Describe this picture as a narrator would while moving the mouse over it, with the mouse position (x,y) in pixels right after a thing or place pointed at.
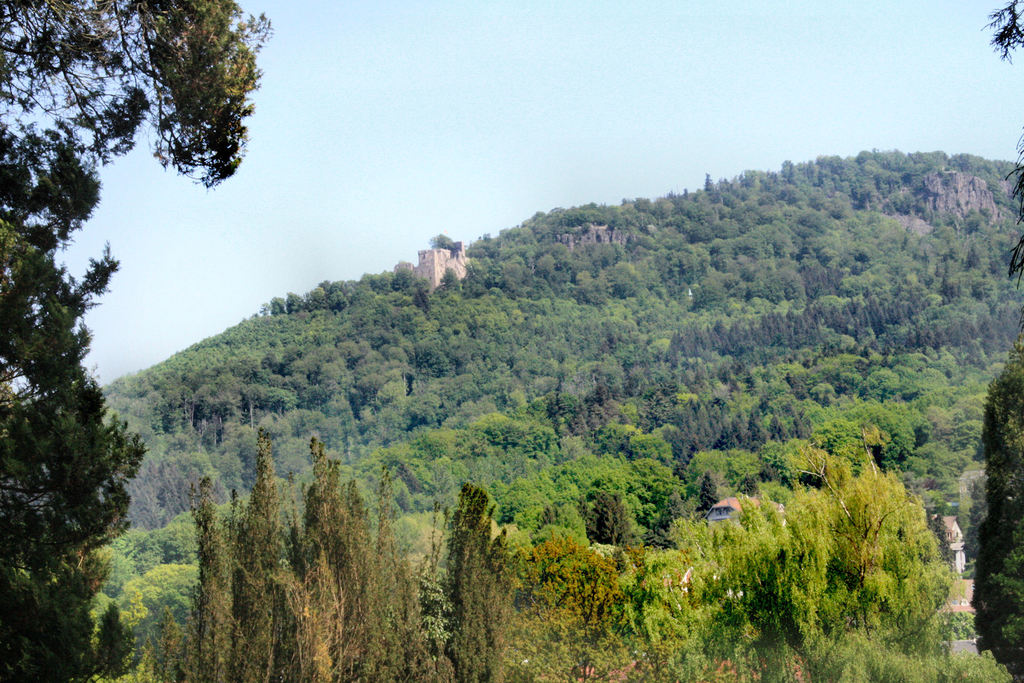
In this picture I can see trees (515,293) and few buildings (447,260) and I can see a blue sky (317,136).
